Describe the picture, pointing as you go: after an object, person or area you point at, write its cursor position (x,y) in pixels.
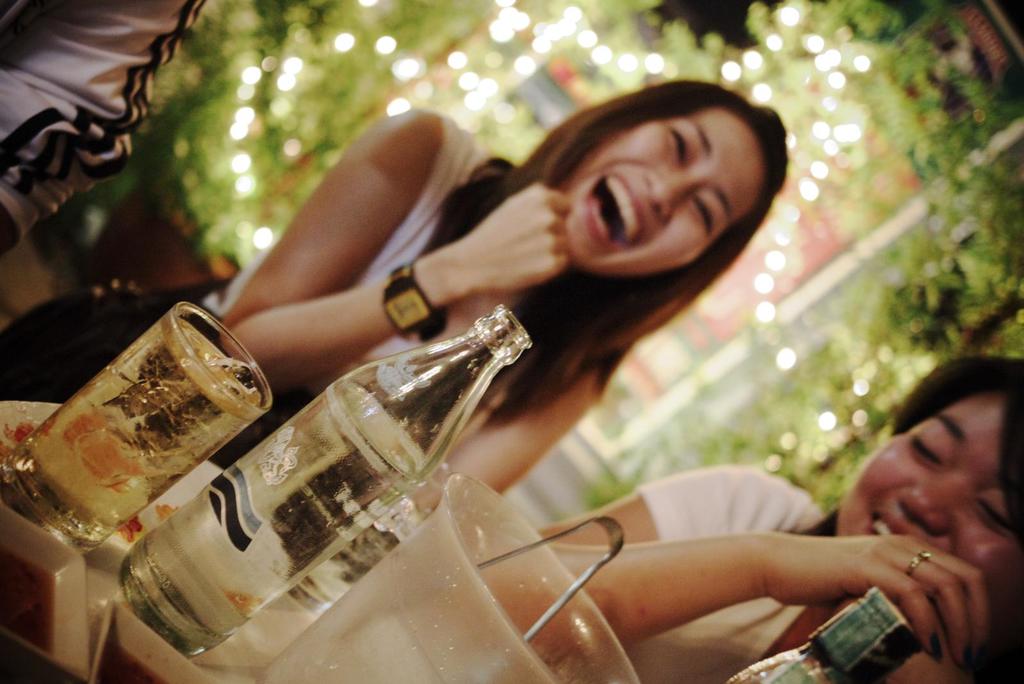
Background (1021,259) portion of the picture is blurry and we can see green leaves (959,123), lights (851,136) and a pot (169,230). In this picture we can see people (684,478) and they are smiling. Near to them we can see a plate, bottles (355,418), glass (144,431) with drink (169,426) in it, container (516,623) and a tongs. On the left side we can see a person's hand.
